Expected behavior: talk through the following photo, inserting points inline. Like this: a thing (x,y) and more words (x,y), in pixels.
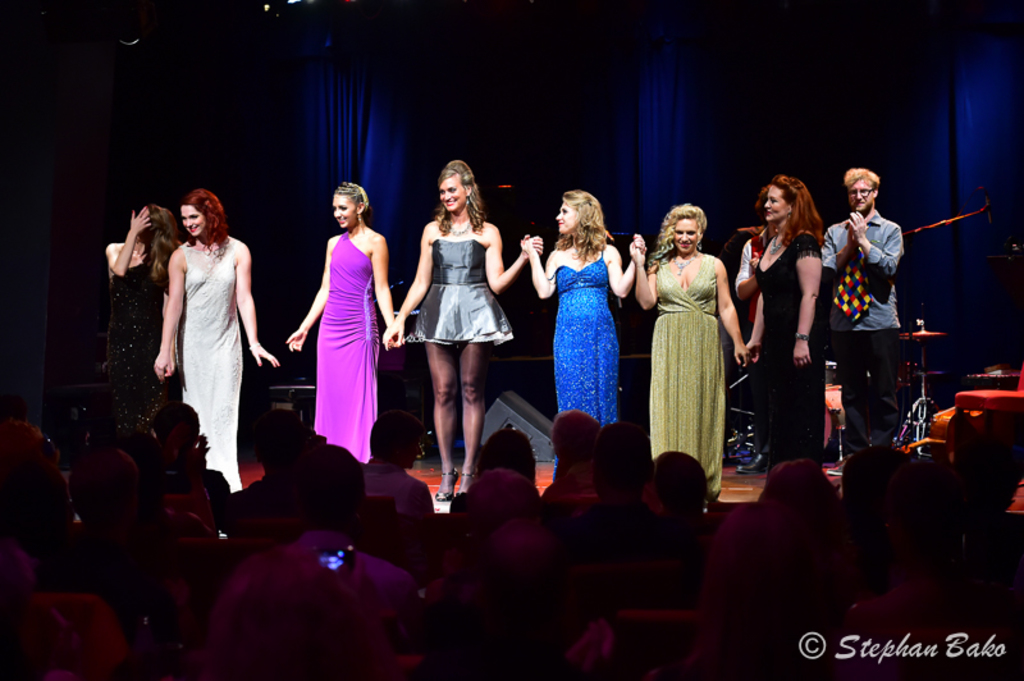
In this picture I can see a group of persons (880,235) standing on the stage (544,466), at the bottom (569,631) a group of people (289,552) are sitting. In the bottom right hand side (927,650) I can see the watermark (867,643).
